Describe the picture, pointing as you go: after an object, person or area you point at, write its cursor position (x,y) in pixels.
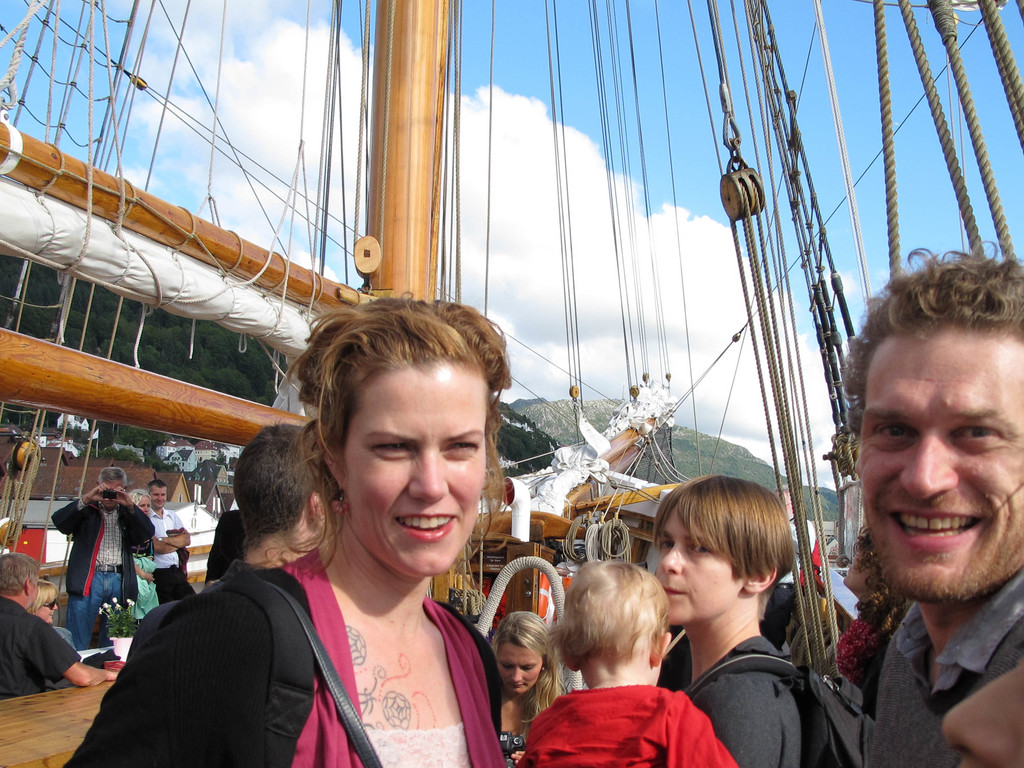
This picture is taken may be on ship (857,503), on which there is crowd (892,544), ropes (944,123), wooden poles (42,365), bench (78,713) flower pot (125,653), on which plants (110,630), flowers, a person (112,562) may be holding a camera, behind the ship (190,233) there are hill (693,456), houses (124,462), tree (123,320), at the top (81,105) there is the sky (797,32).
